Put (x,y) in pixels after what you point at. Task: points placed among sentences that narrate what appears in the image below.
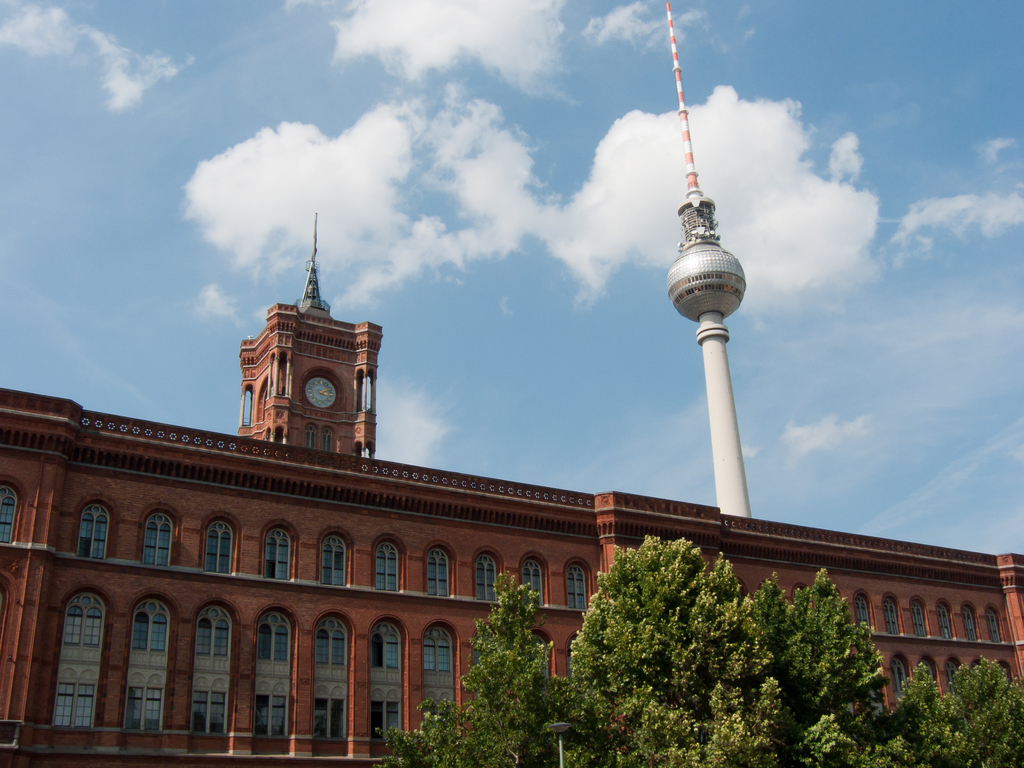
In this image we can see a red color building (340,568), on the top of the building (319,410) one clock (319,402) is present. Right side of the image (711,418) one tower (705,326) is there. In front of the building (814,560) tree (696,709) are present. The sky (321,154) is in blue color with some cloud (508,173).
